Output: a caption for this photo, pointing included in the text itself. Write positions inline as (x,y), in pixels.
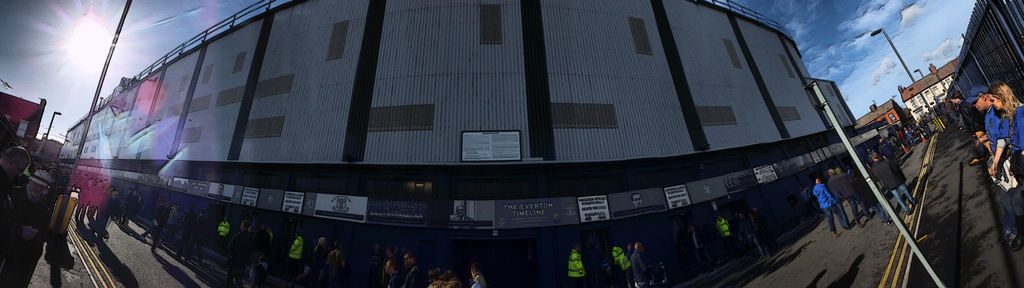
In this picture I can see the buildings (656,143). On the right (1015,133) I can see some people (977,98) were standing near to the fencing (1019,64). In front of them I can see many peoples (841,202) were walking on the road (918,163). On the road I can see the poles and street lights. In the top left corner (86,53) there is a sun (79,32). In the top right corner (853,21) I can see the sky (883,14) and clouds (861,16).
